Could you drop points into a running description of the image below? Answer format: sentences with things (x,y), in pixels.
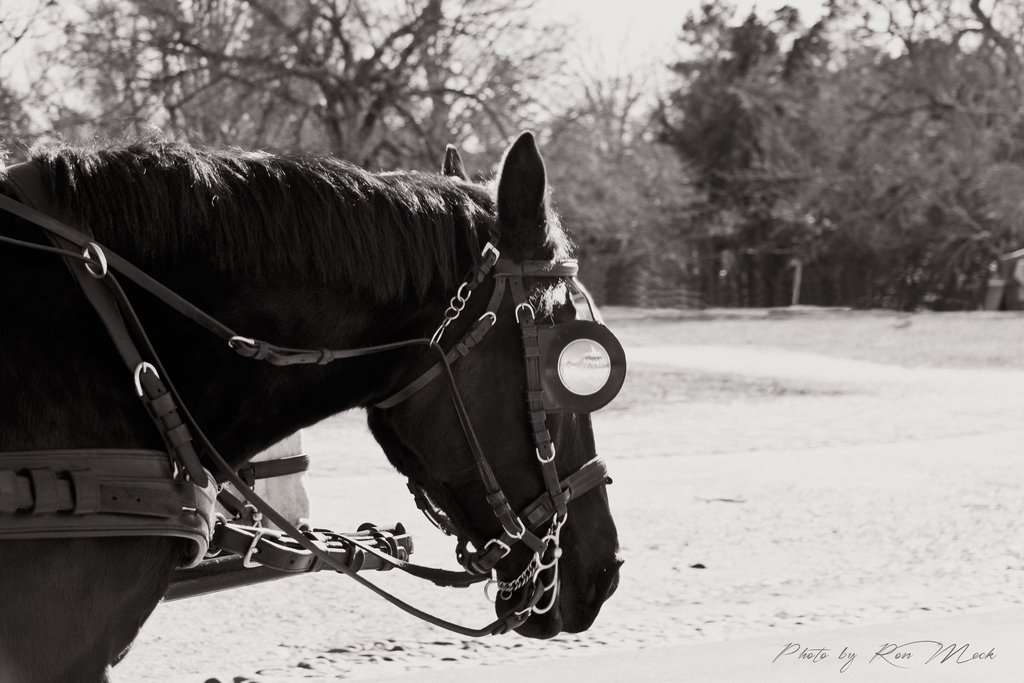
In this image, we can see a horse (252,392) with belts (207,517). Background (793,500) we can see a road (836,447), so many trees (620,257) and sky (581,74). Right side (801,655) bottom corner, we can see a watermark (889,660) in the image.
